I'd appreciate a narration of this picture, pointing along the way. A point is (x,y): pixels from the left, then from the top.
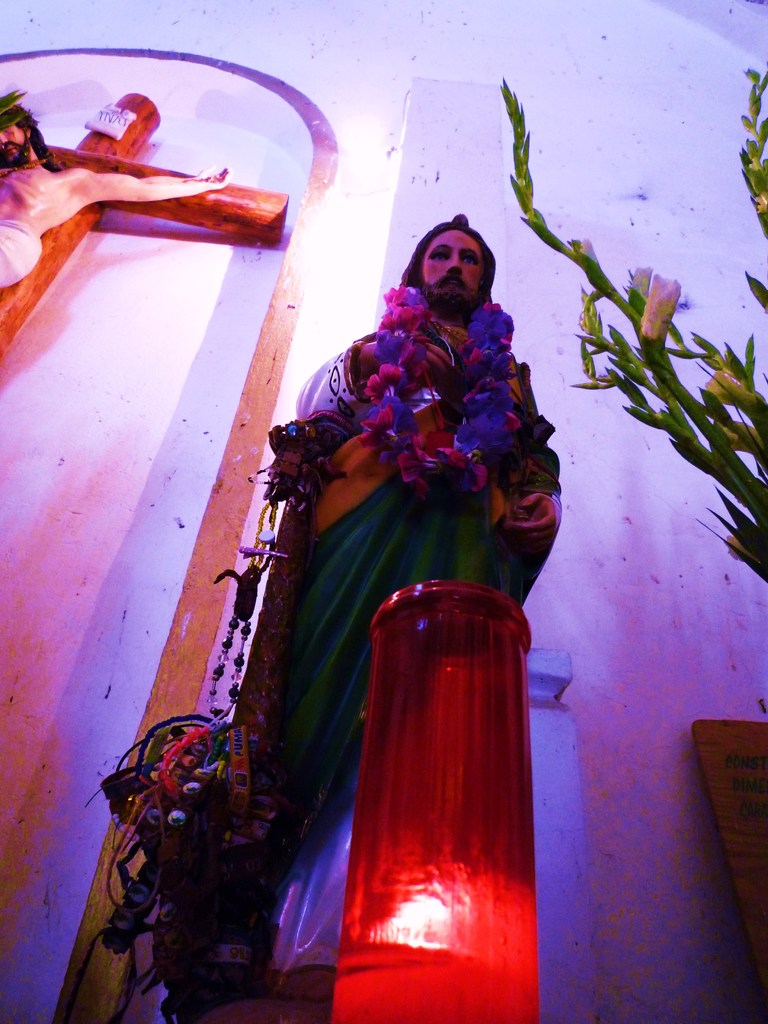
In this image I can see a red colour thing (431,654) in the front (356,956) and behind it I can see a sculpture (289,509). On the right side of this image (670,298) I can see a plant (765,520). On the left side (79,237) I can see a cross (152,118) on the wall (96,248) and on it I can see one more sculpture (2,134). On the right bottom side of this image (767,900) I can see a board (757,868).
